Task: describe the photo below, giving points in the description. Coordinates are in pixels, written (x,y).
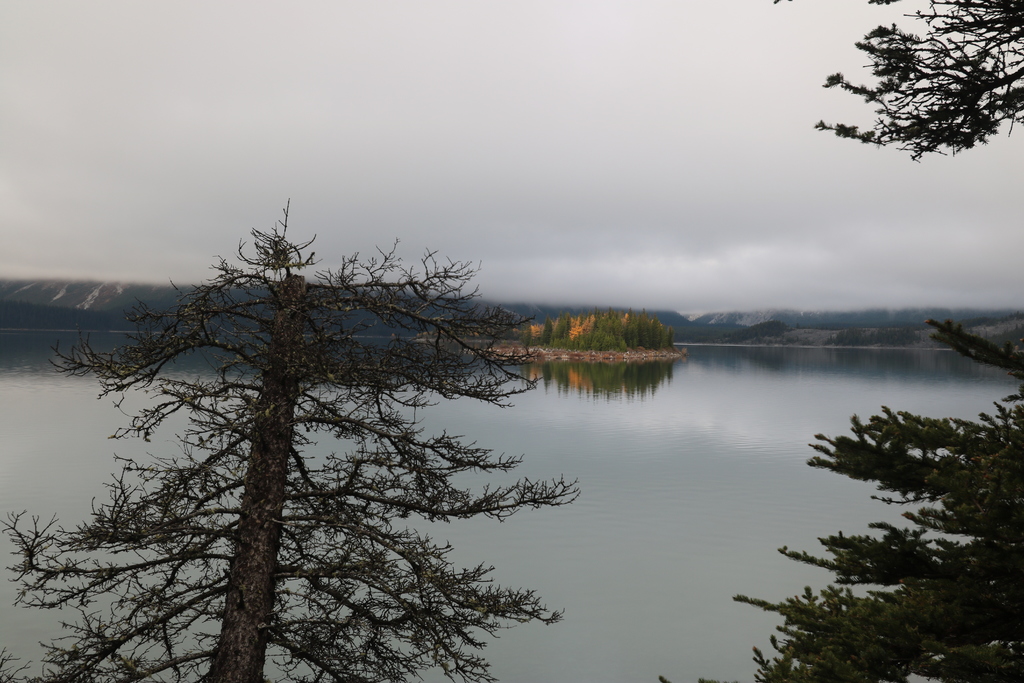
In this image we can see water (648,411). Also there are trees (422,385). In the background (228,247) there are hills (826,316) and sky (415,130) with clouds (398,138).
